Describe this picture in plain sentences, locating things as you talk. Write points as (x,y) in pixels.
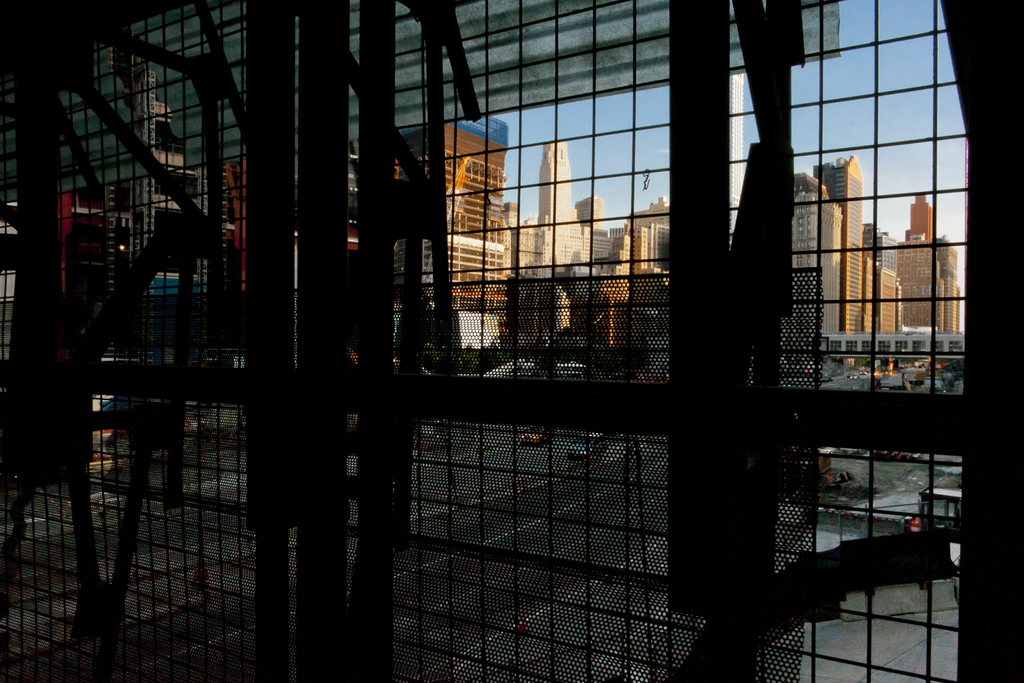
In this image we can see there is a fence (518,233) through the fence (725,237) we can see there are buildings (857,287) and the sky (857,127).
